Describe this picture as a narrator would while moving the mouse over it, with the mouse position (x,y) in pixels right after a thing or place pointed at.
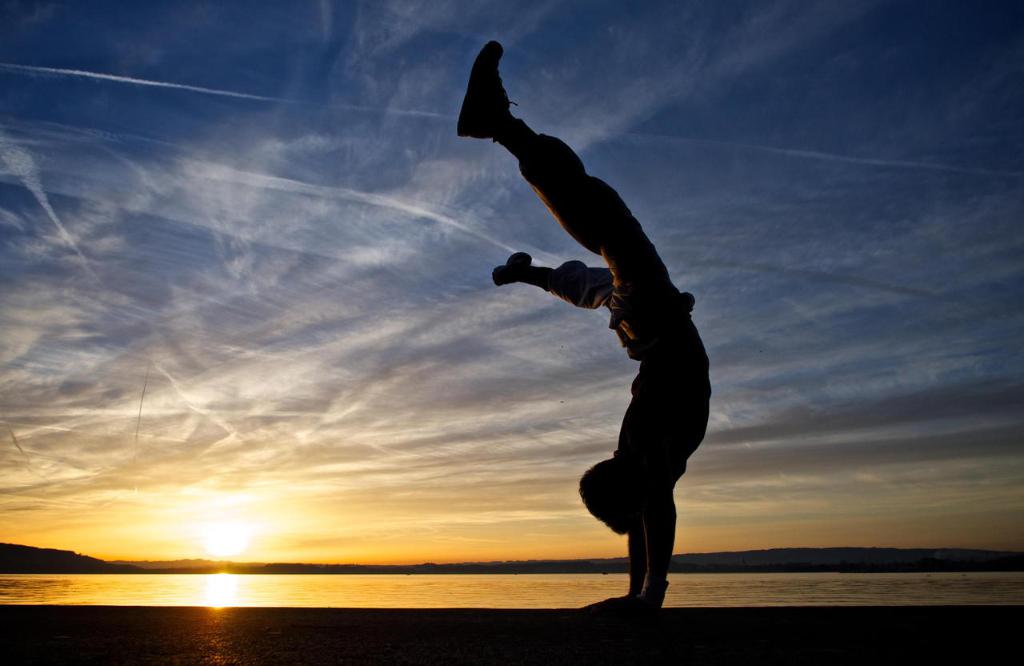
In this image there is a person (686,448) in reverse position, behind that there is a sun set (72,511).
